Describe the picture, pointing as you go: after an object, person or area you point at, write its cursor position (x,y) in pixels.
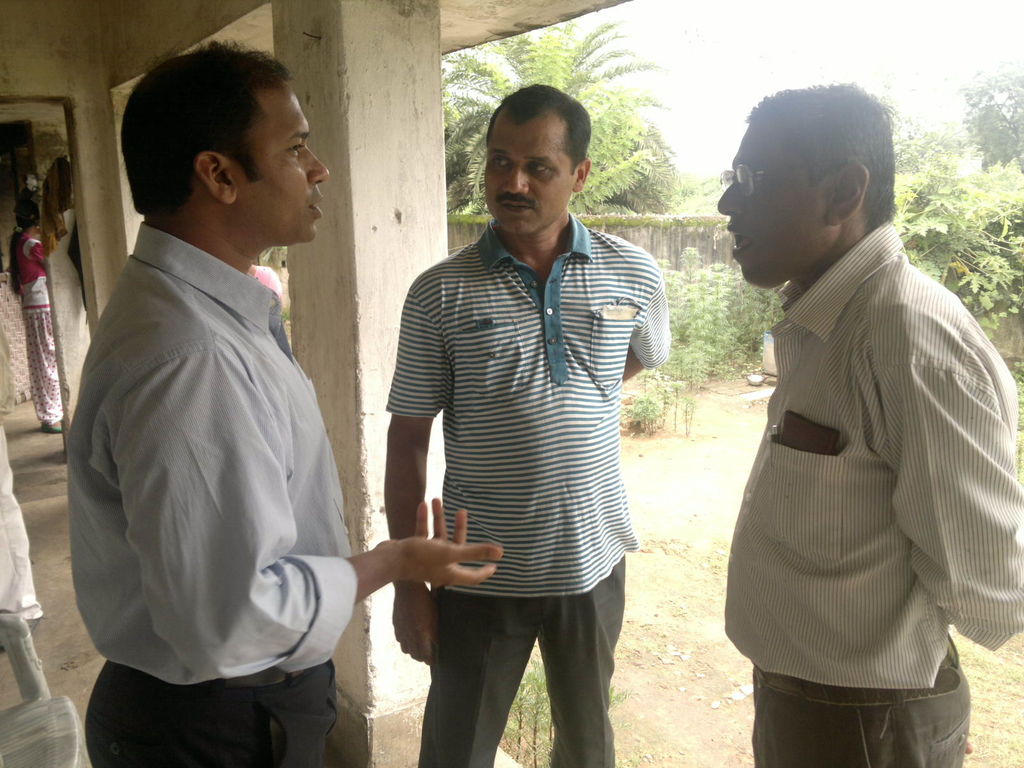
In the foreground of the image (243,437) there are three persons (605,410) standing. In the background of the image (608,138) there are trees (944,209). There is wall (625,219).
